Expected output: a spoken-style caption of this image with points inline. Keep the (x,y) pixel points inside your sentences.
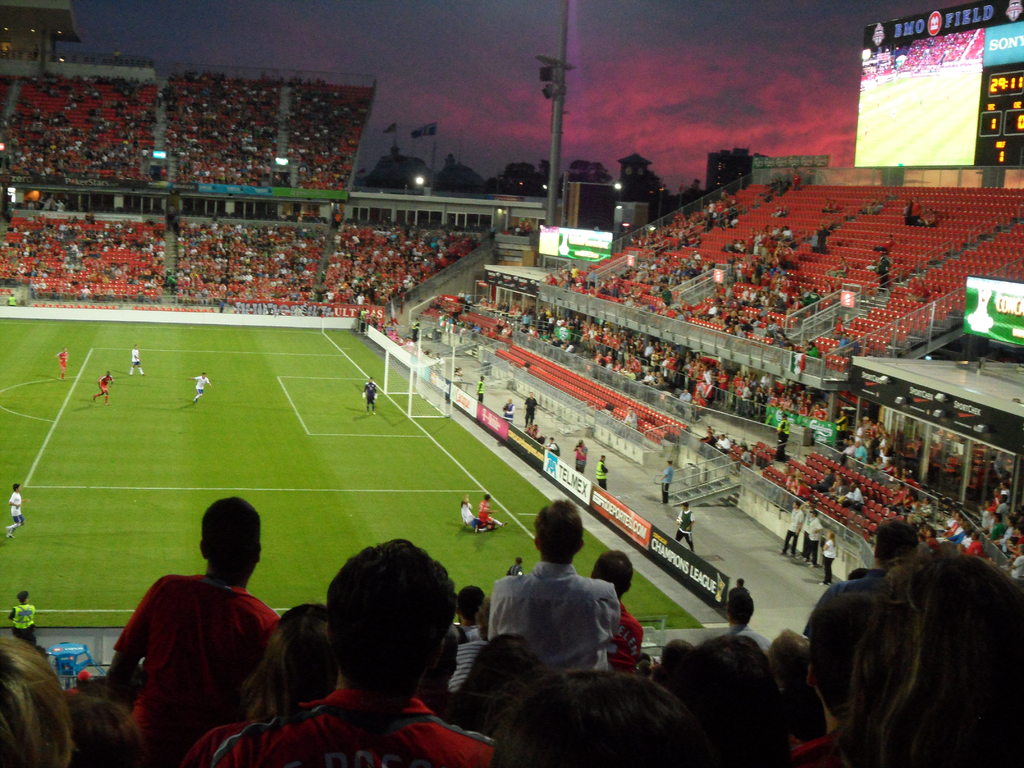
In this picture we can see football ground (263,485) and stadium (727,274). Here we can see players (489,518) who are playing football. Here we can see a goalkeeper (368,391) who is wearing black dress (369,396) standing near to the net (404,400). In the center (481,394) we can see group of persons (481,394) standing near to the advertisement board (567,490). In the stadium (711,287) we can see many peoples (965,707) sitting on the chair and watching the game. On the top (796,48) we can see sky (451,45) and clouds (497,72). Here we can see electric pole (557,8) and lights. On the top right corner (939,139) there is a screen (911,126).
